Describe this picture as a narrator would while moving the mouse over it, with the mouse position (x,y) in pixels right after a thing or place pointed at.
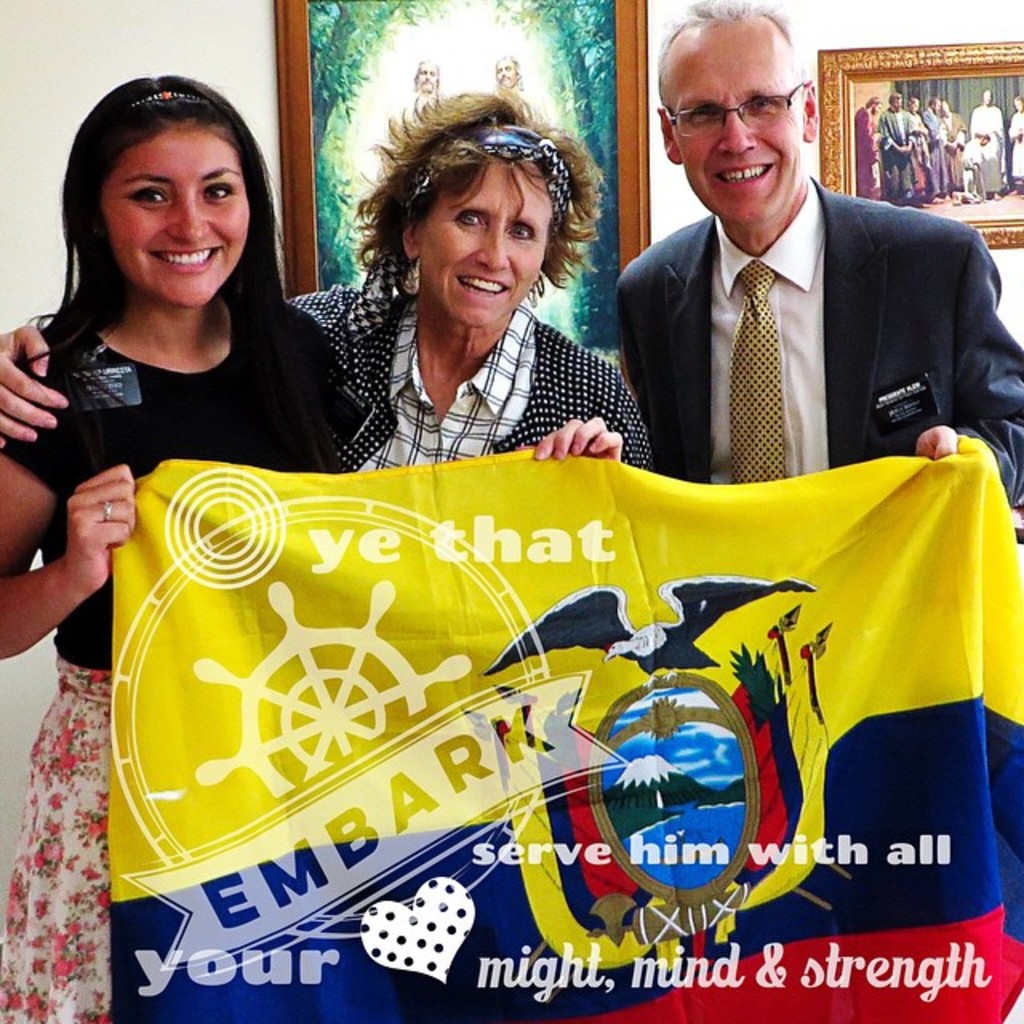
In this image we can see persons (681,468) on the floor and holding a flag (411,583) in their hands (113,520). In the background (254,53) there are wall hangings (855,108) attached to the wall (53,133).
